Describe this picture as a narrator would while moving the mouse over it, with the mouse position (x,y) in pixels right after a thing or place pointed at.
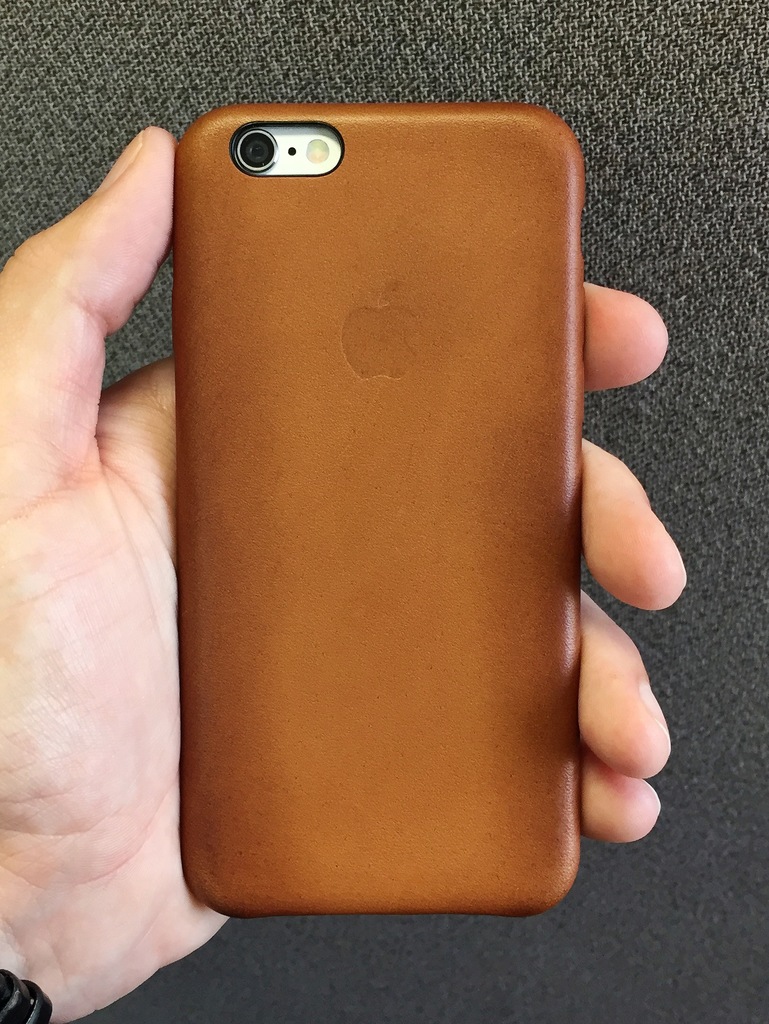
In this image, we can see a hand (138,658) holding a phone (398,448).
